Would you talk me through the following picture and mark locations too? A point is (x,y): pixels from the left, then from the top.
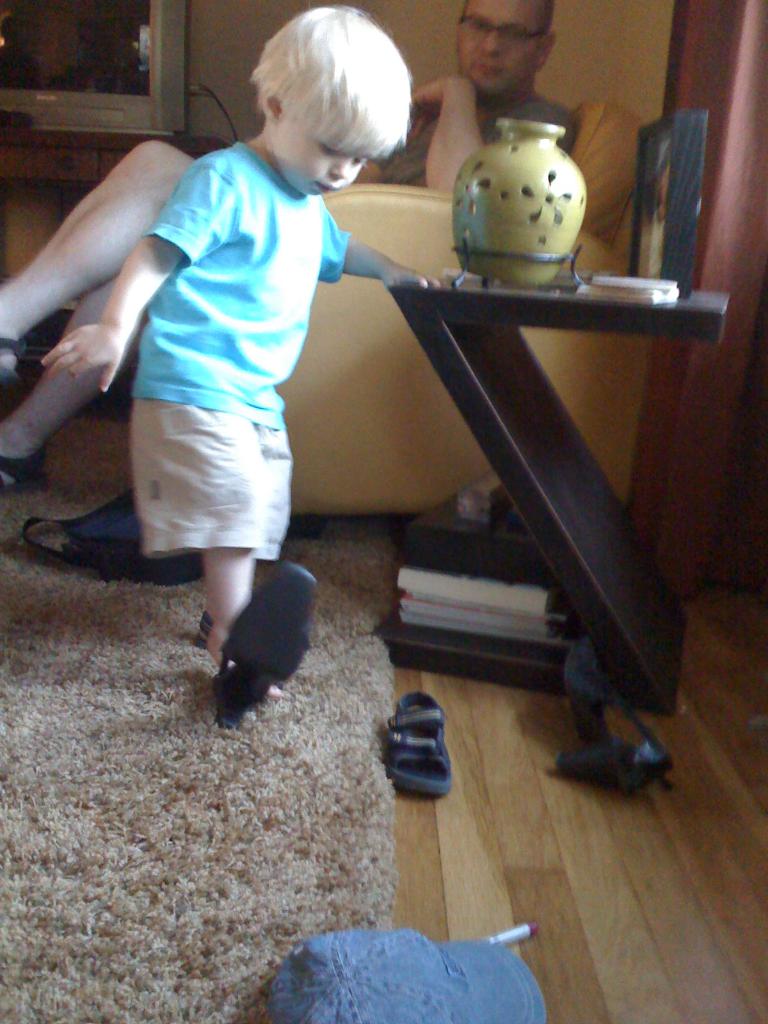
In the middle of the image (274,649) a kid (356,258) is standing near to the table (548,312), On the table (567,523) there is a pot (505,226) and there are some books (446,597). Bottom left side of the image (90,699) there is a mat (81,973). Top right side of the image (526,10) a man (501,10) is sitting on a couch (412,195). Top left side of the image (156,8) there is a screen (8,4). Behind the screen (186,34) there is a wall (267,35).
